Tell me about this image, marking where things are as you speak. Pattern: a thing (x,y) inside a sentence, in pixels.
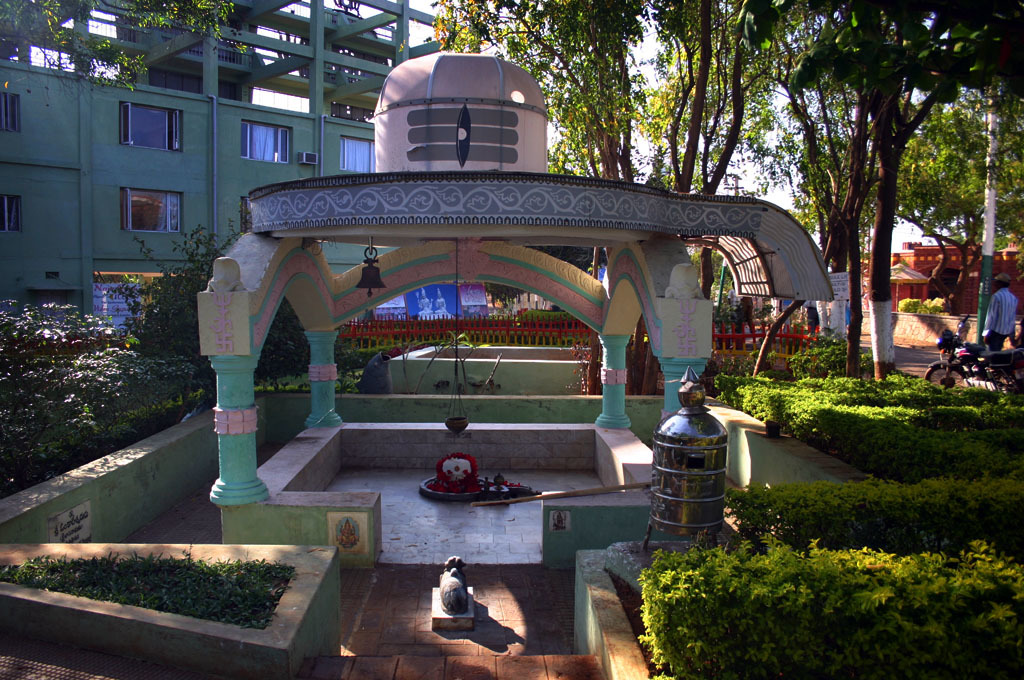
In this image I can see few plants (859,612), some grass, a metal box (717,456), a motor bike (975,366), a person (992,299) standing, few trees (823,81) and few buildings (920,268). In the background (723,179) I can see the sky (731,181).
